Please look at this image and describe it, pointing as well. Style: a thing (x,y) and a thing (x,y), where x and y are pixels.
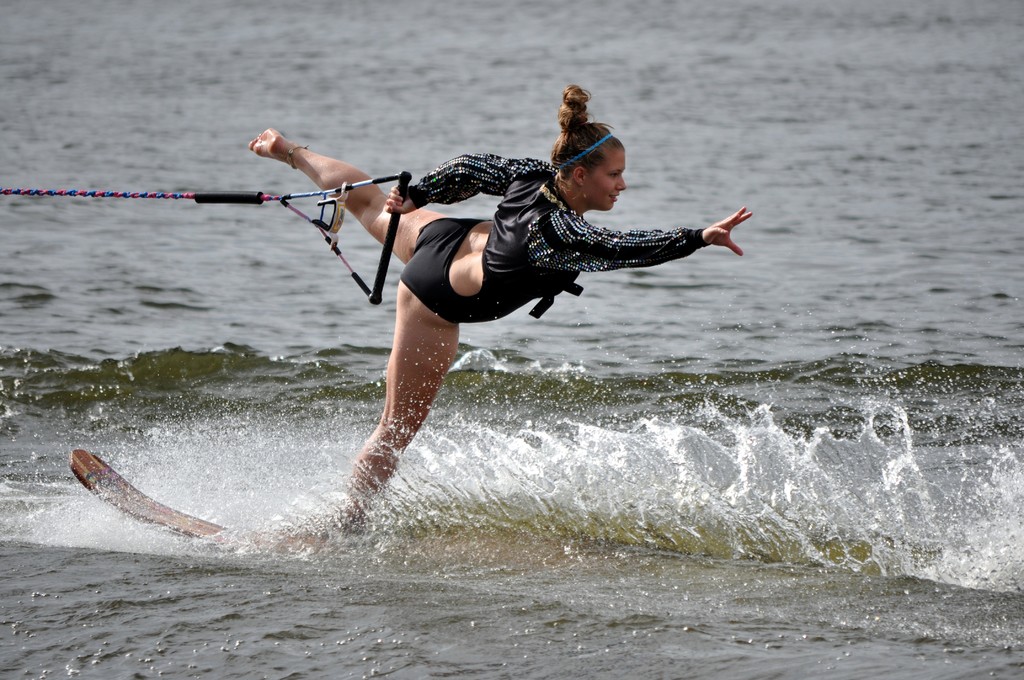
In this picture we can see a woman (474,259) on the surf board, and she is holding a rope (386,184), and also we can see water (685,412).
